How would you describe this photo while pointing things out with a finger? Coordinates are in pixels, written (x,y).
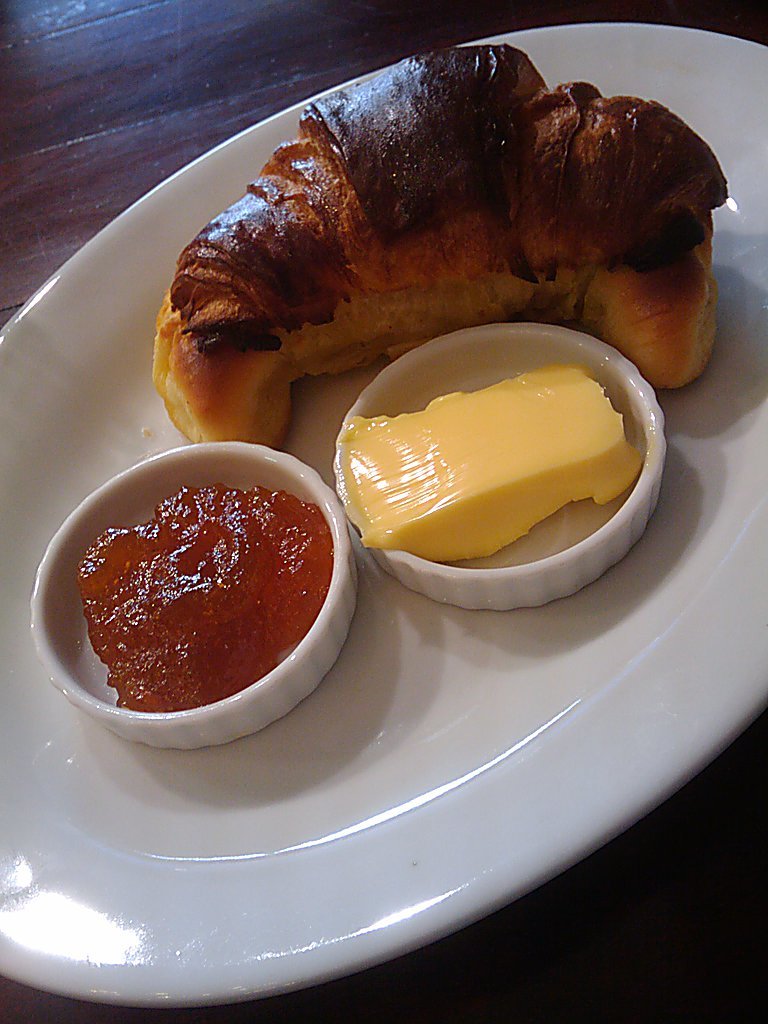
In this image we can see a plate (417,673) with some food item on the table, there are two bowls (329,622) on the plate (331,680) with food items (219,656).
